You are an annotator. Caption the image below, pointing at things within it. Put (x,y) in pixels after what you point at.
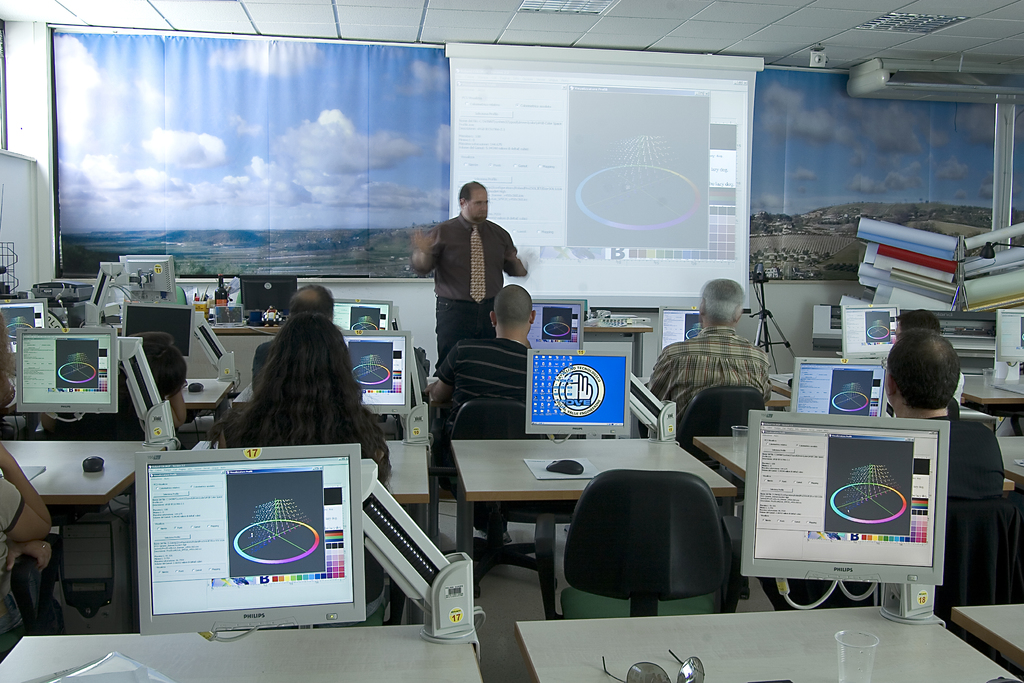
This picture there is a Man (465,257) Standing and talking. Some of the people (477,367) are sitting in front of a monitors (570,393) and watching it, which are on the table (492,465). In the background (651,193) there is a projector display screen (597,167) and we can observe some clouds (291,148) here in the sky (325,157).
